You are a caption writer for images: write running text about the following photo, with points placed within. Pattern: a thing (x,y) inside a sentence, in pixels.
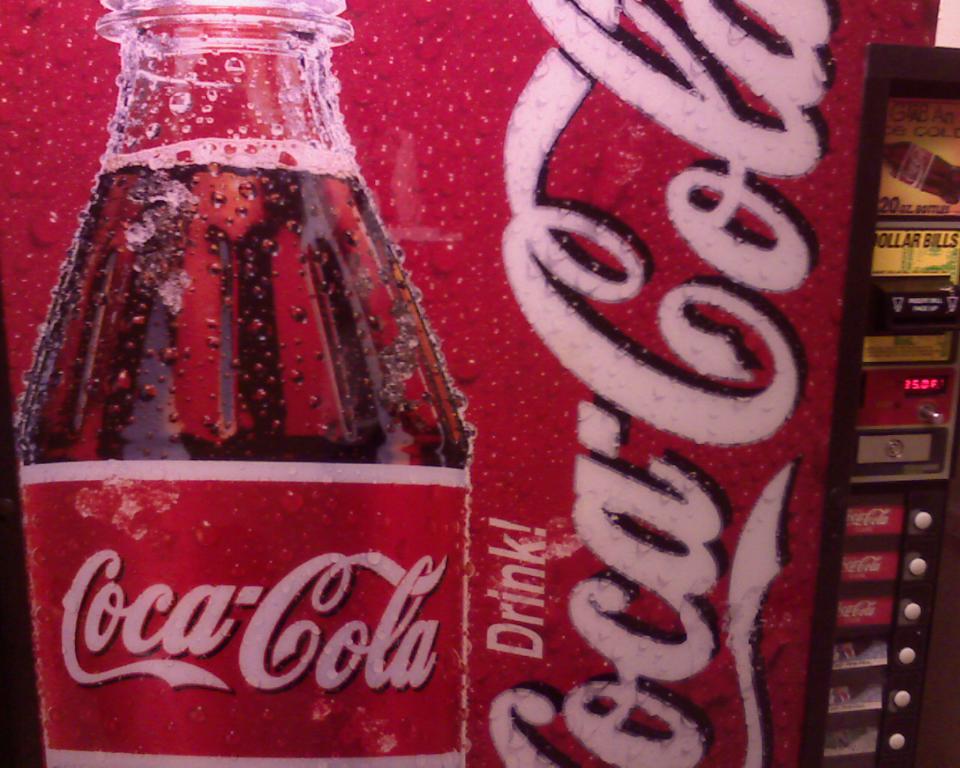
This picture seems to be of inside. In the center (352,338) there is a banner (564,98) on which the picture of a bottle (254,277) containing drink (369,393) and a text (684,215) is printed. On the right (930,383) there are some buttons (913,614) and a screen (941,390) displaying numbers (916,381).
